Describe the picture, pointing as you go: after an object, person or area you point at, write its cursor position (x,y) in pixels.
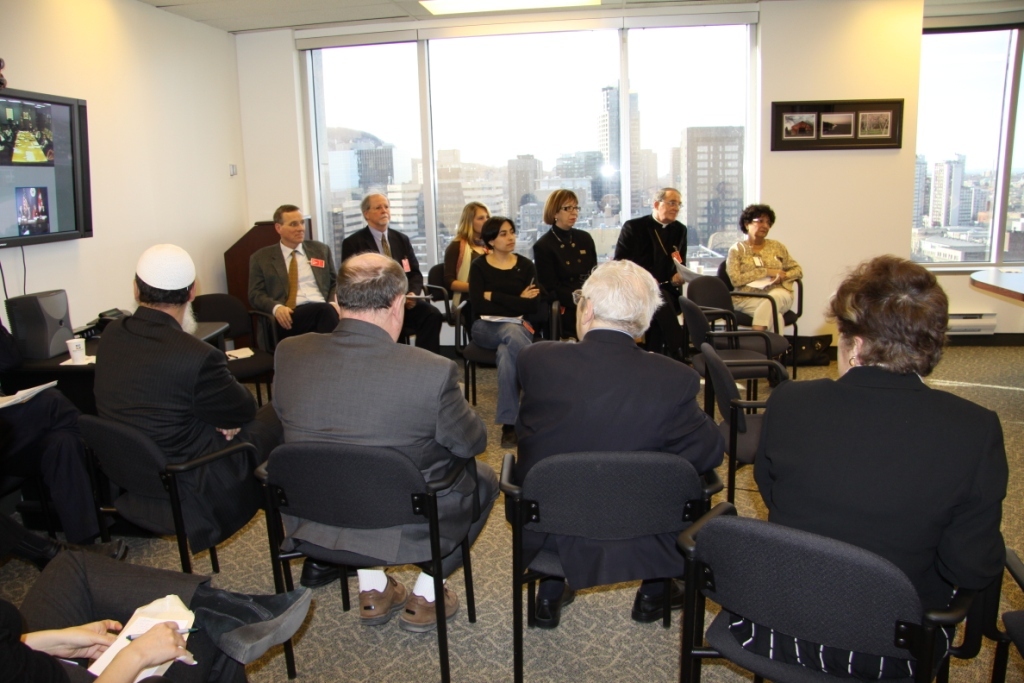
In this image there are a group of people (566,350) sitting on chairs (413,520), behind them there are some photo frames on the wall (881,177) and TV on the other side, also there is a glass wall (973,114) from which we can see view of the buildings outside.
